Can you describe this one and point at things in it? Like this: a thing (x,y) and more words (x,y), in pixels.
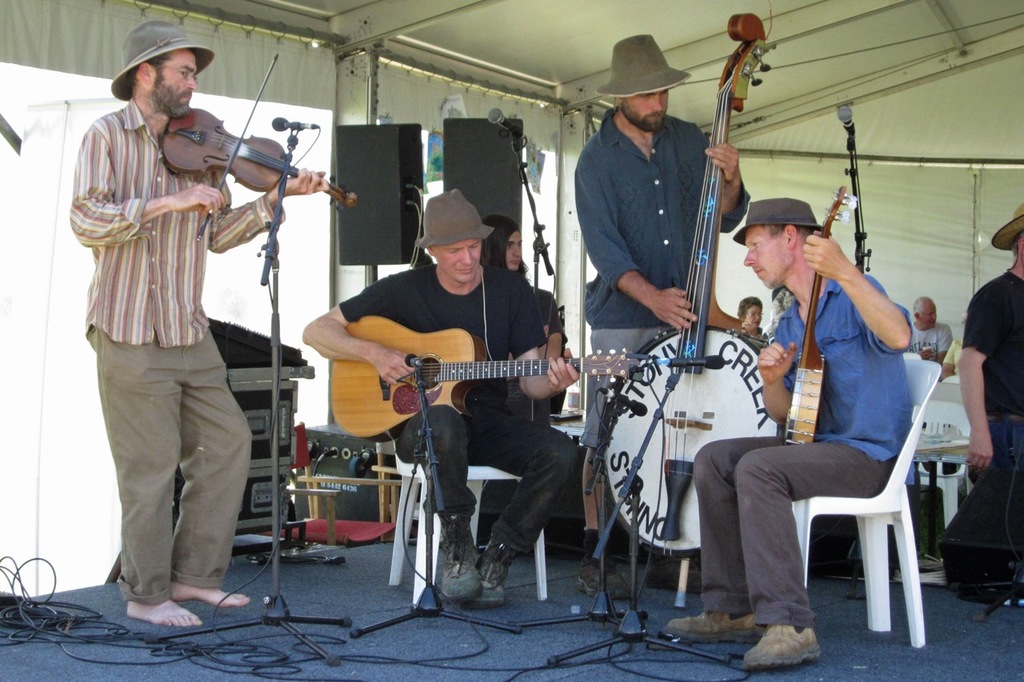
In the center (647,231) we can see two persons (653,259) were standing and two persons (811,456) were sitting. The one person (268,204) was holding violin (243,157), one person (453,201) was holding guitar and two persons (773,245) were holding bass (704,351) and banjo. In front there is a microphone (283,188). In background (1021,180) there is a curtain (397,93), tent (927,114) and few more persons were sitting.
